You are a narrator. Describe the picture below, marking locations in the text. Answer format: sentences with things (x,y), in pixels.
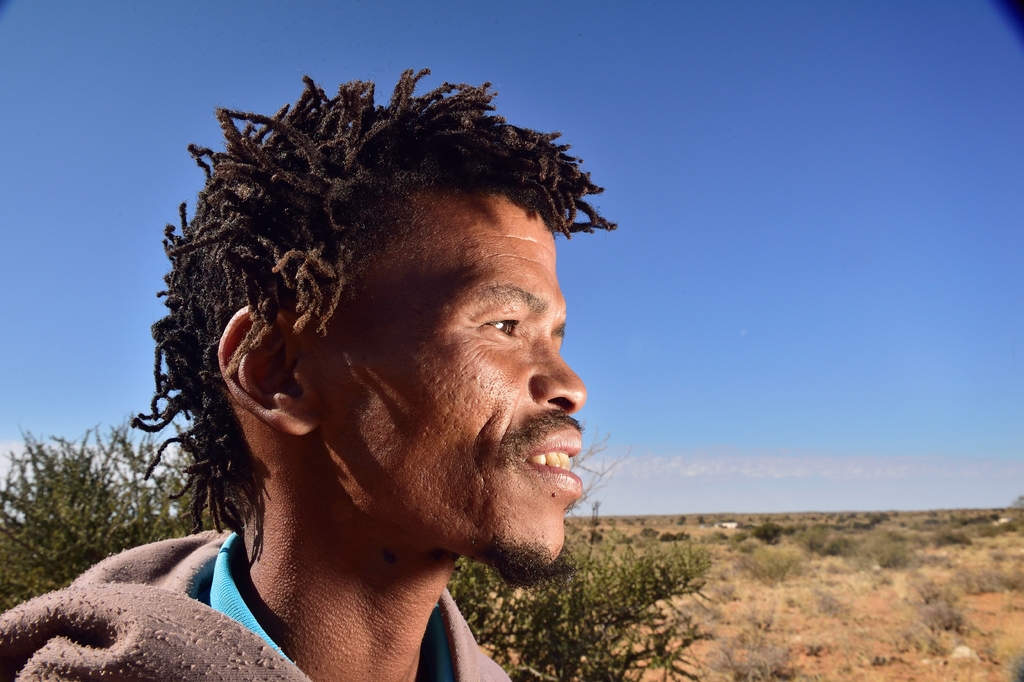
In this picture I can see there is a person (556,363) standing and in the backdrop (569,640) there are trees (637,604) and plants (583,635), the sky (834,341) is clear.
